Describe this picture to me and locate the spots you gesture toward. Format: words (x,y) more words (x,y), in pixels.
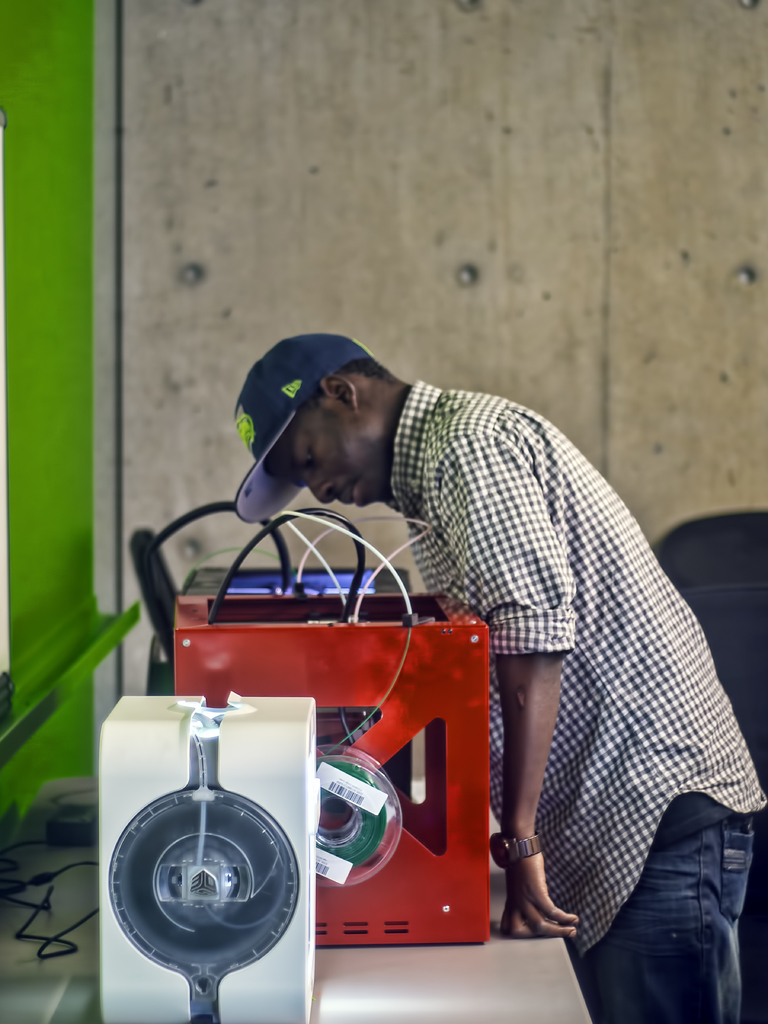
This picture shows a few electronic boxes (318,674) on the table (384,1015) and we see a man (324,445) standing and he wore a cap (275,367) on his head (341,436) and a concrete wall (156,291) on the side.
